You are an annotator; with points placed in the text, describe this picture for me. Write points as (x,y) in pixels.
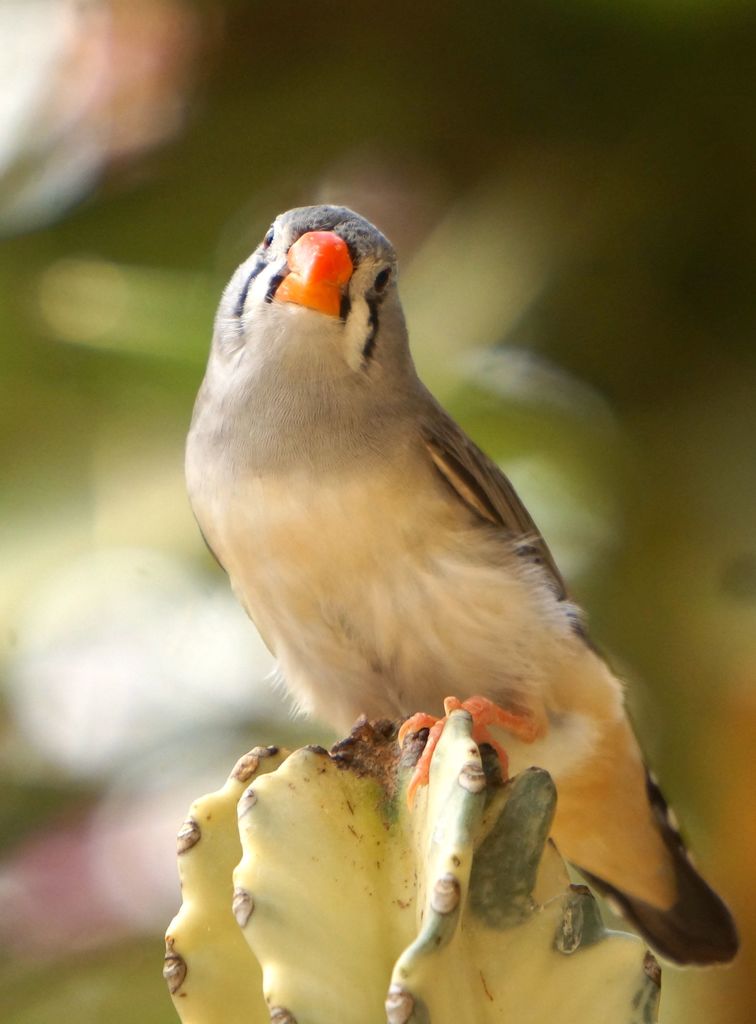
In this image a bird (410,629) is standing on the cactus plant (355,883). Background (75,750) is blurry. This bird (317,313) is having orange colour beak (329,280).
